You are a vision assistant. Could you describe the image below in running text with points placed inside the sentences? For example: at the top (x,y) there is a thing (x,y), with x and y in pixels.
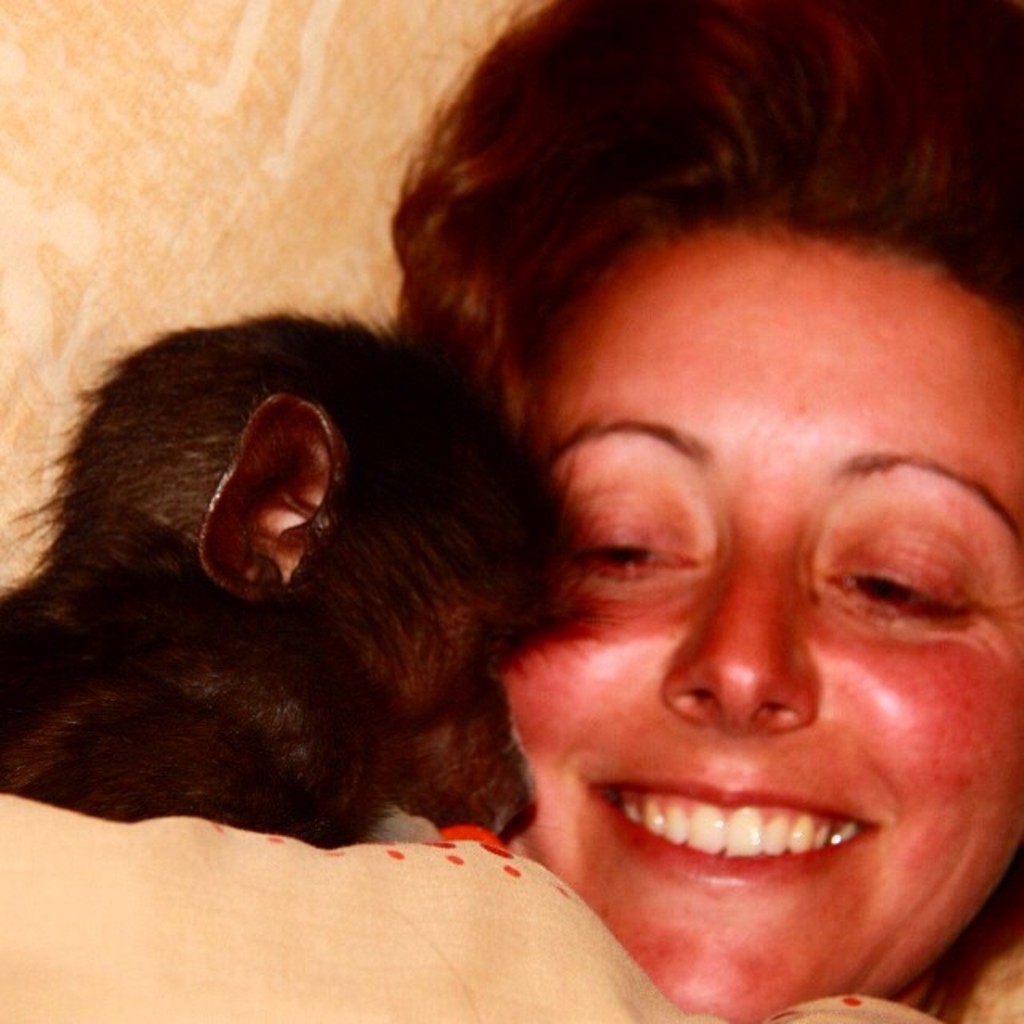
In this image, at the right side (793,718) there is a woman (572,865), she is smiling, at the left side (251,670) there is a black color animal (324,599).
